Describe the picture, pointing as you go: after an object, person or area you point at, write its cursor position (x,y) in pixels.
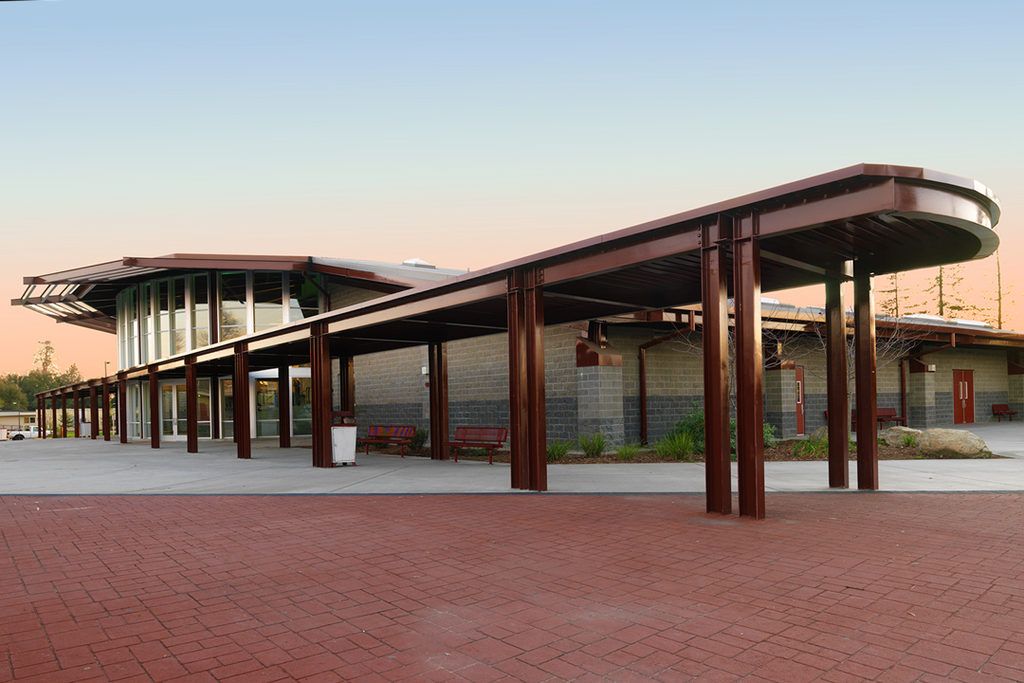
In this image there is the sky (373,131) truncated towards the top of the image (575,81), there is a building (559,356) truncated towards the right of the image (1004,354), there are pillars (515,340), there are benches (371,437), there is an object (355,447) on the ground (366,509), there are plants (666,438), there is a vehicle (37,432), there is a tree (45,385) truncated towards the left of the image (37,383).
